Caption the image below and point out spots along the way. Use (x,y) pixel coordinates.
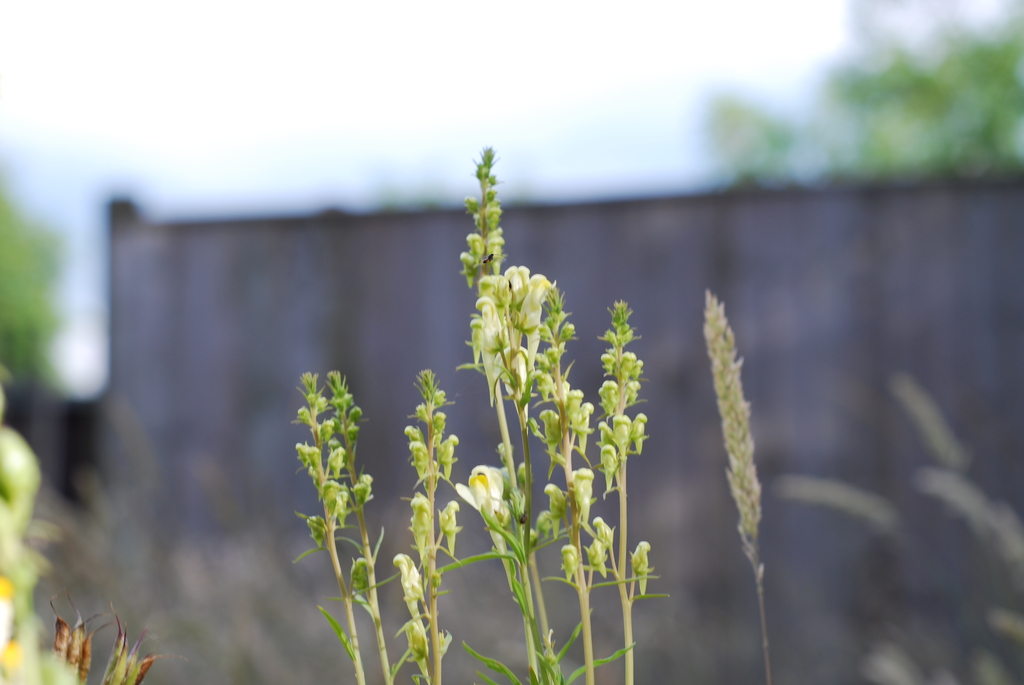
This picture shows a few trees (774,150) and we see plants (85,651) with the flowers (557,420) and we see a wall (678,325).
